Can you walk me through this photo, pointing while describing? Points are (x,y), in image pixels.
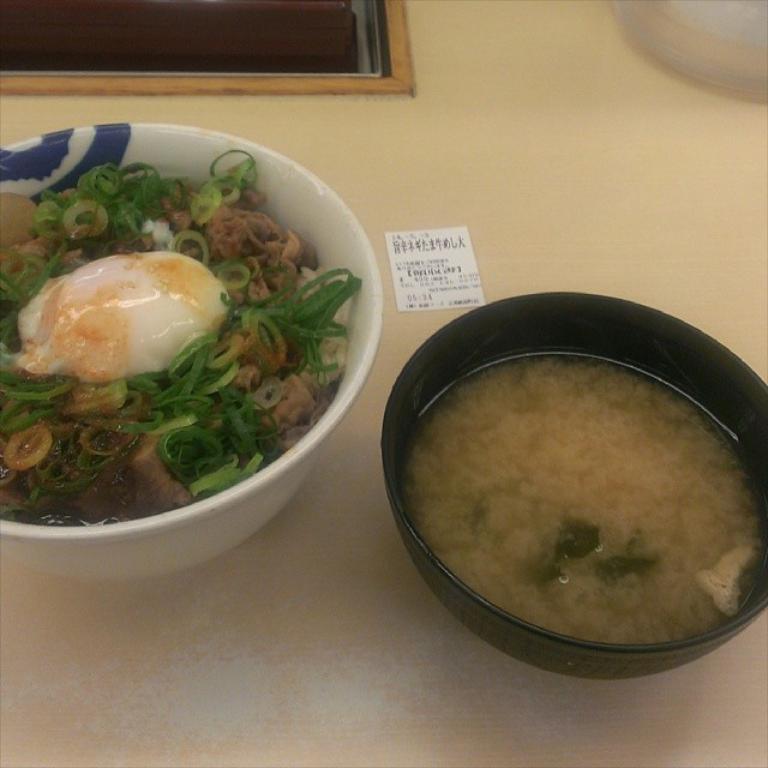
In the foreground of the picture (443,306) there is a table (412,346), on the table (378,582) there are bowls (401,387). In the bowls (356,311) there are food items (590,518).
